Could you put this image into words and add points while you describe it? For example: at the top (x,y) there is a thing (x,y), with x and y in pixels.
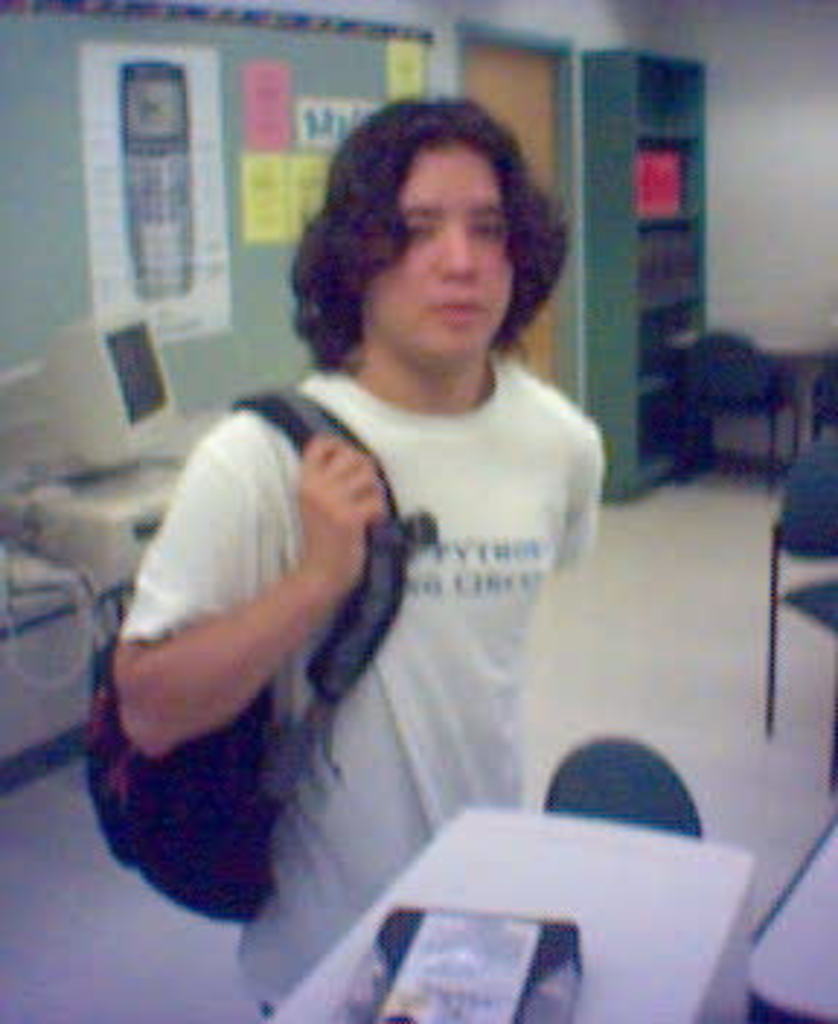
In the middle of the image (373,520) there is a man (429,504) with white t-shirt (400,439) is standing and wearing a bag (296,712). In front of him there is a white color item (453,933). Behind him there is a monitor (62,344), cupboard (654,267) and also there are tables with chairs (744,364).
